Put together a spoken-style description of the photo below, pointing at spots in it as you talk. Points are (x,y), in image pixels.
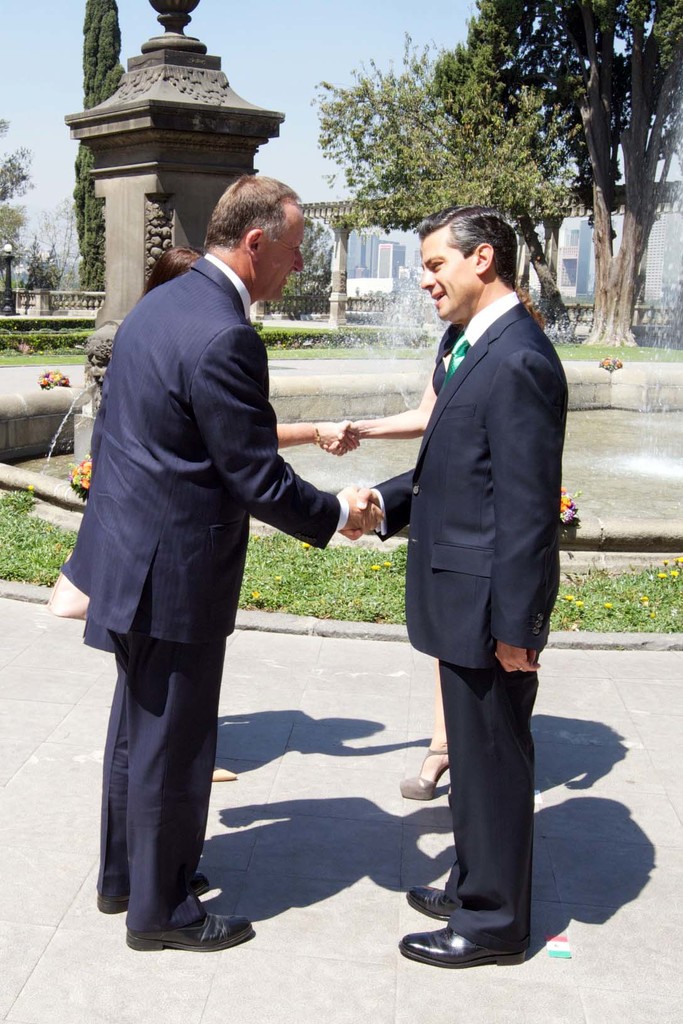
In this image we can see the buildings (387,253) in the background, small walls (34,292), one pillar (117,269), one object (146,178) looks like a monument (101,342), one fountain (591,380) with water (47,459), some plants (28,352) with flowers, some flowers (573,516) near the fountain (58,420), one fence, one flag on the floor (589,915), some trees (618,316), bushes (57,349), plants (9,345) and grass (429,354) on the ground (41,371). At the top (61,55) there is the sky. Two men (477,510) standing and handshaking. Two women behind the men (210,430) standing and handshaking.
